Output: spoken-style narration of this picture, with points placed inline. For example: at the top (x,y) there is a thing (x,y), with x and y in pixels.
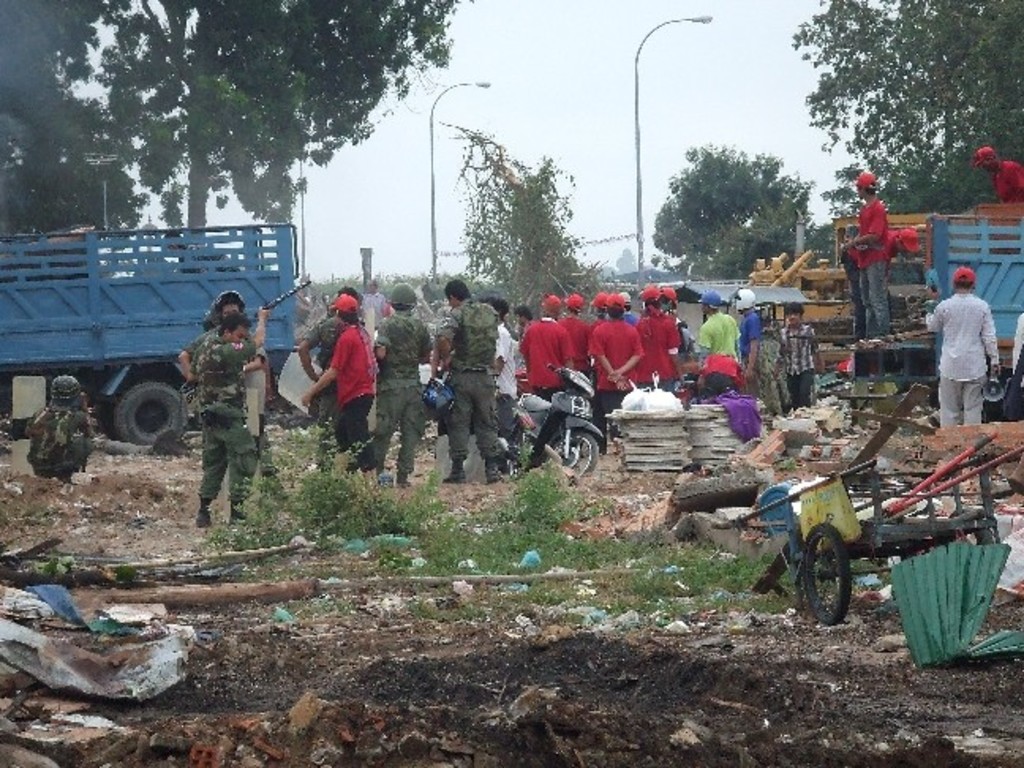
In this image we can see group of people (945,312) standing on the ground (623,468). Some people (403,385) are wearing military uniforms (217,403). In the center of the image (587,425) we can see a motorcycle (584,416). In the background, we can see group of vehicles (994,312) parked on the ground (551,528), group of trees (195,121), light poles (431,176) and the sky (618,115).
